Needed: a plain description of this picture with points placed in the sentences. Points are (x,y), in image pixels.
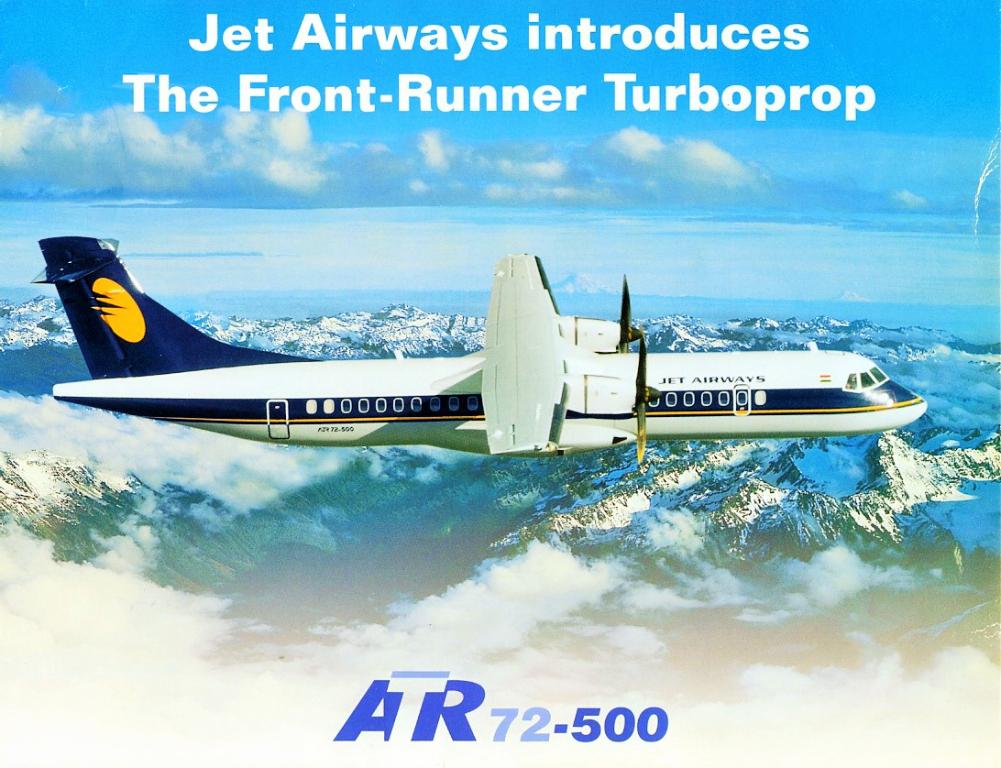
This is a picture of a poster (984,287). We can see the clouds (6,146) in the sky (810,285). In this picture we can see an airplane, hills (948,480) and some information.
